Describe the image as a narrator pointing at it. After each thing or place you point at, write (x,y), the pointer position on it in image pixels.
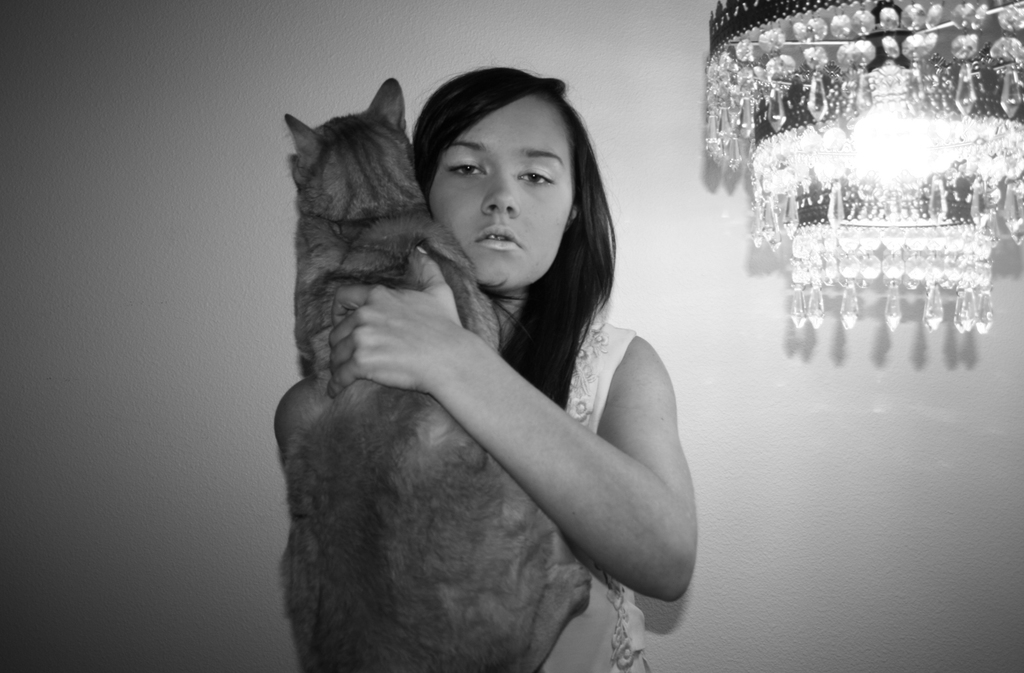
This is a black and white image. We can see a lady (453,347) holding an animal (349,534). We can see the wall (95,170) and some lights (967,283) on the right (748,311).
